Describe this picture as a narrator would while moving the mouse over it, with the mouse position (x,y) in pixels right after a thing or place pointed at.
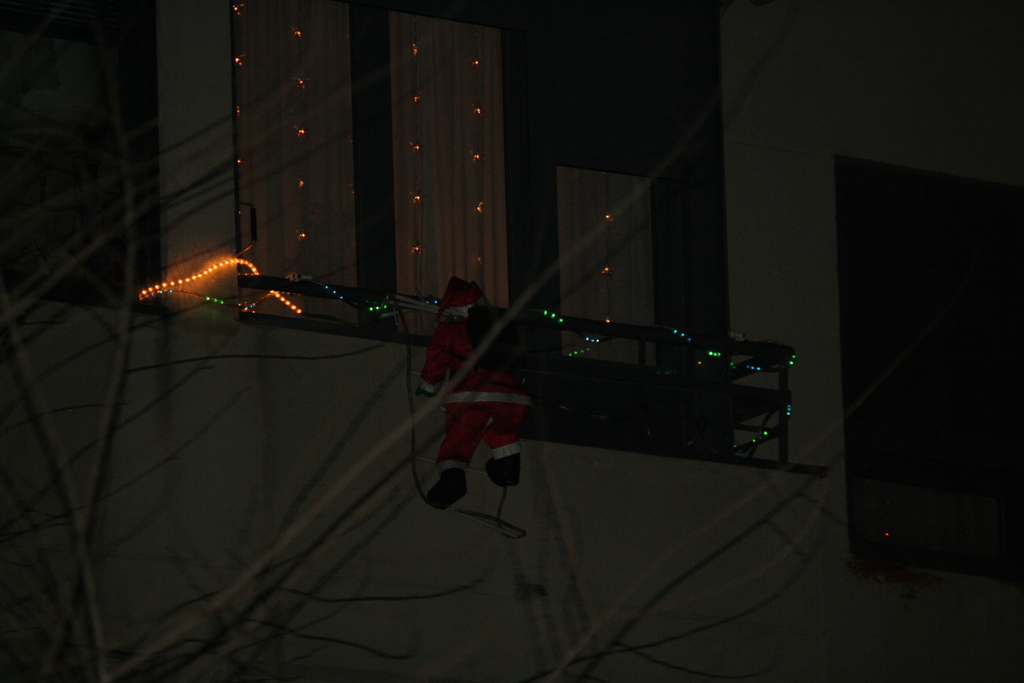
The picture is taken outside a building (316,451). In the foreground (327,540) there are stems (383,447) of a tree (471,362). In the center of the picture (358,380) there are lights (195,275), windows (600,252) and wall (790,271) of a building (570,601). In the center of the picture (439,324) there is Santa Claus (469,449) hanging from the balcony railing (470,317).
